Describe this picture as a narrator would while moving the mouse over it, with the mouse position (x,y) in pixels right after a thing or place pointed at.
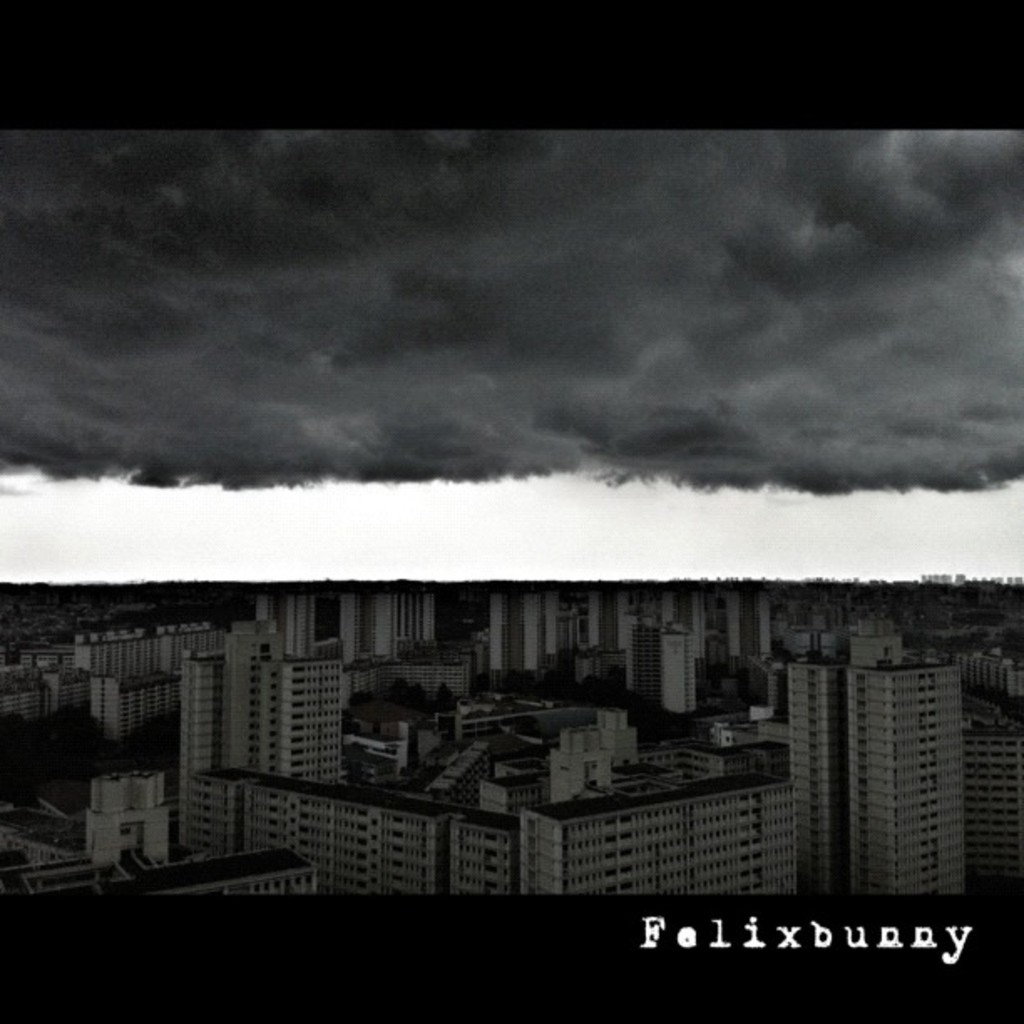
In this picture we can see some buildings (432,605), in the sky (380,359) we can see clouds (72,370).
